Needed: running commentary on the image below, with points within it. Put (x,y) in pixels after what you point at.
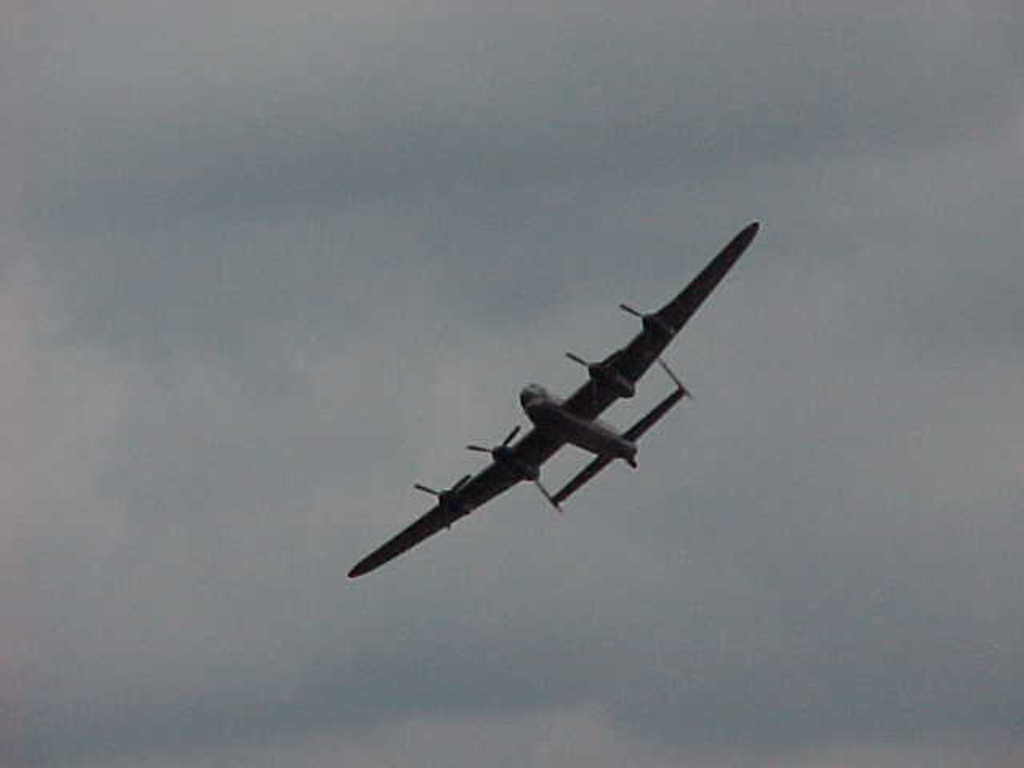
In this image we can see an aircraft (532,453) is flying in the air (685,551). In the background (434,552), we can see the sky (358,671) with clouds (916,359).
